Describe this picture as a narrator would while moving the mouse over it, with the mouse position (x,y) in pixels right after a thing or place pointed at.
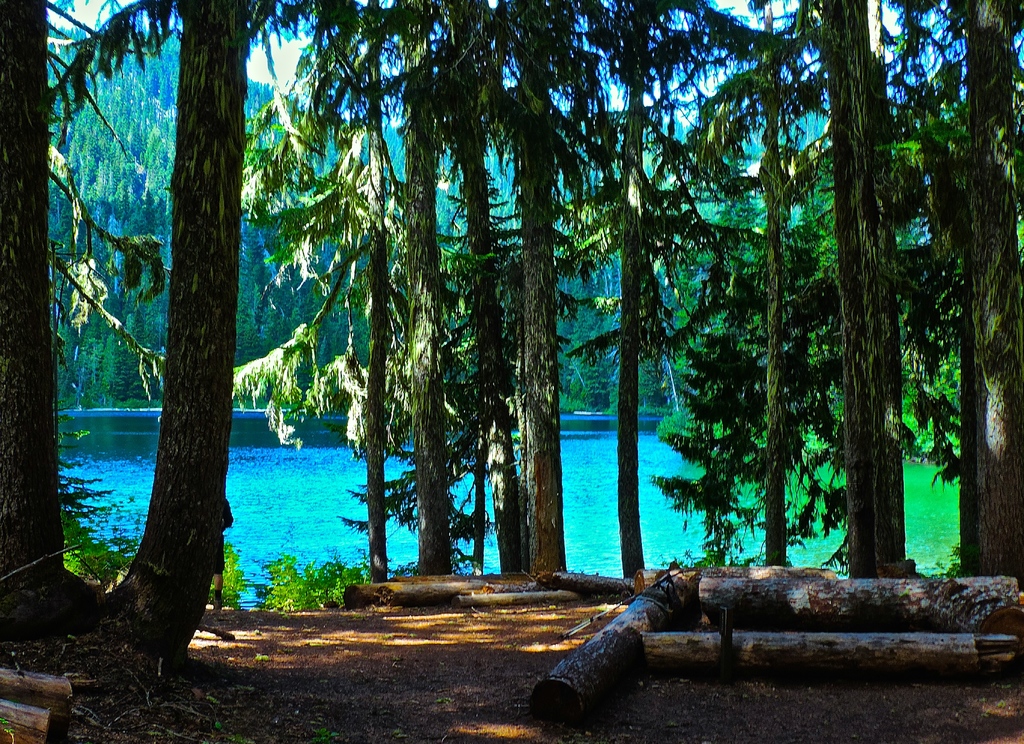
These are the trees (508,270). I can see the tree trunks (851,616). This looks like a lake (290,481) with the water (312,512) flowing.
